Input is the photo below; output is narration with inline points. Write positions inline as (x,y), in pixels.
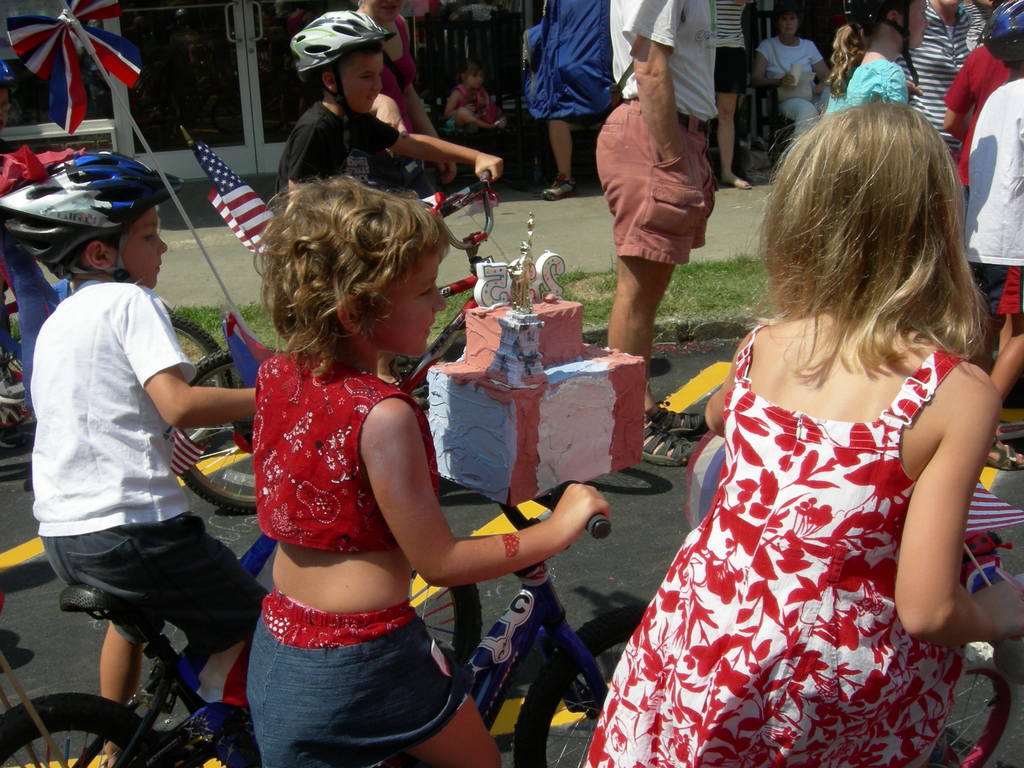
As we can see in the image there are few people (874,127) here and there. Among them four of them (298,454) are sitting on bicycles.
